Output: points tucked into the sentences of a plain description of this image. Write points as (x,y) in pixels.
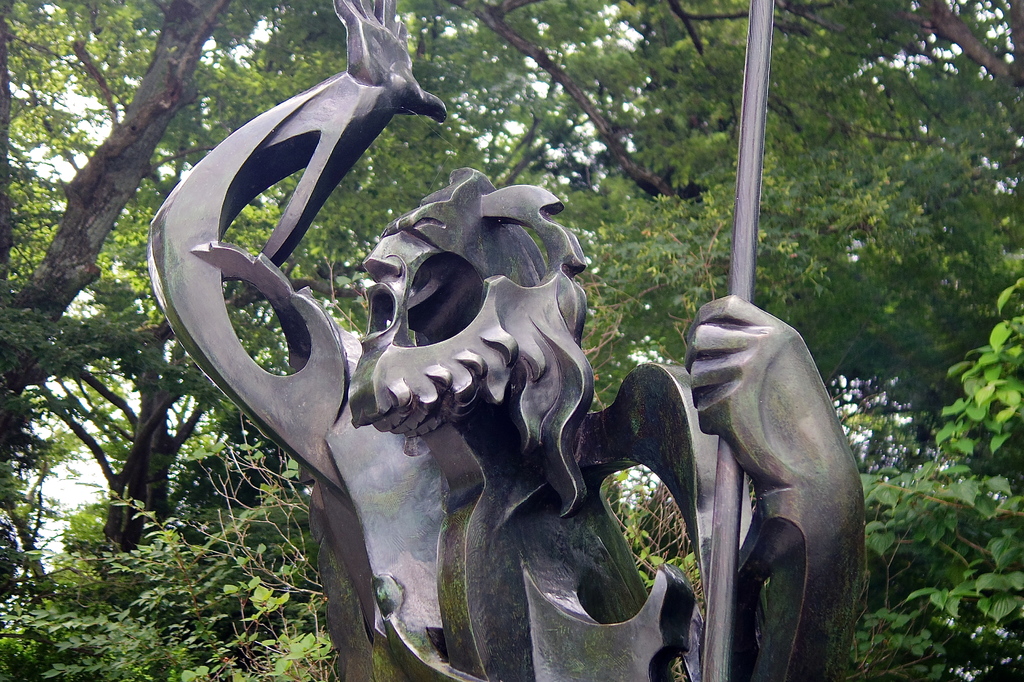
In this image there is a sculpture (532,410). In the background (583,122) there are trees (48,291).
